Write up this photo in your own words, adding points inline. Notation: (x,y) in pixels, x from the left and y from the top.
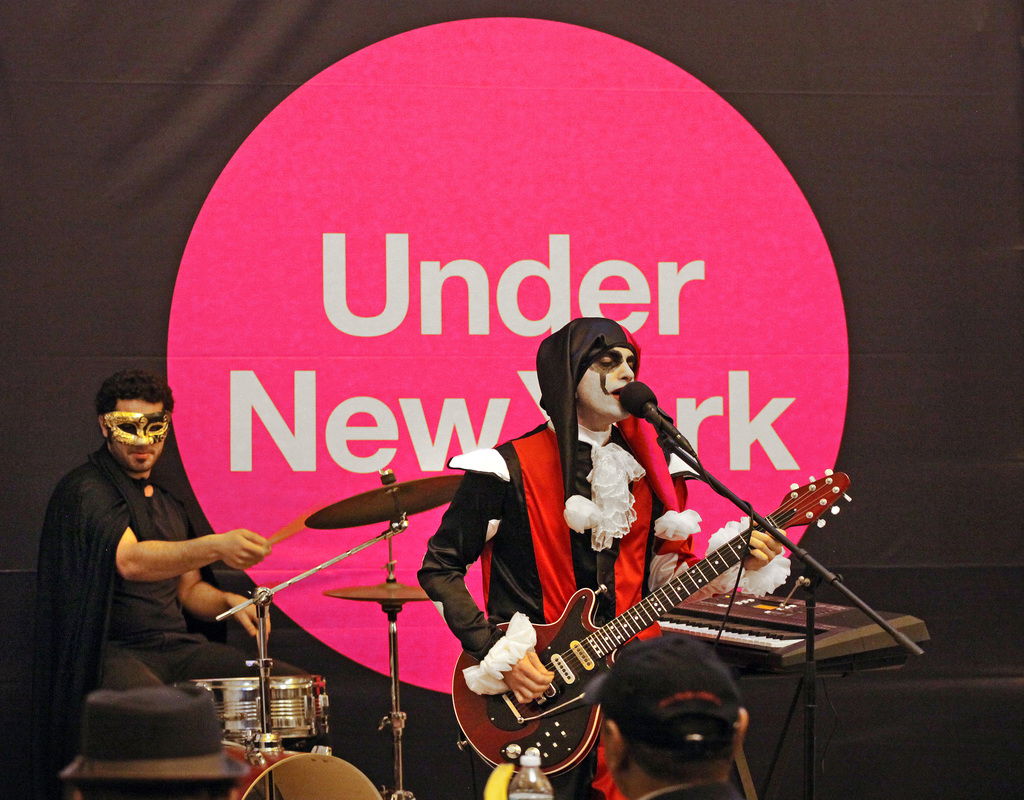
In this picture there are two people (588,548), one sitting and one standing, and playing some musical instruments (705,606) and behind them there is a poster (232,577) in black and pink color on which there is written under new York.
